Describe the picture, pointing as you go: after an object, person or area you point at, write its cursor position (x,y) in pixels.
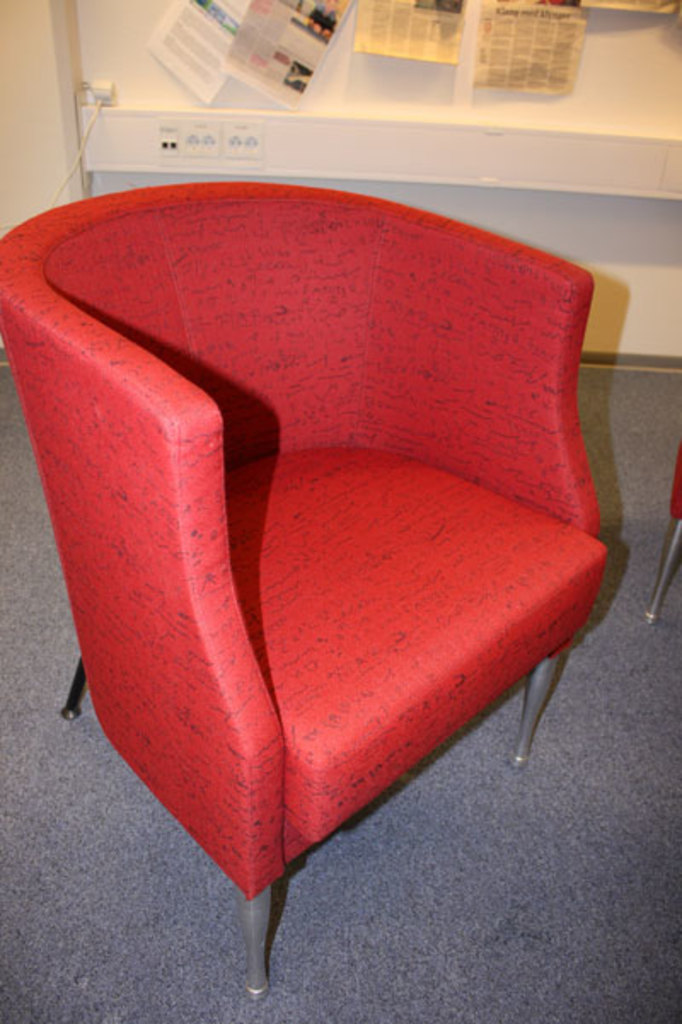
In the image we can see chairs (111,263), carpet (479,888) and cable wire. Here we can see the wall (401,67) and papers (386,42) stick to the wall (345,54).
